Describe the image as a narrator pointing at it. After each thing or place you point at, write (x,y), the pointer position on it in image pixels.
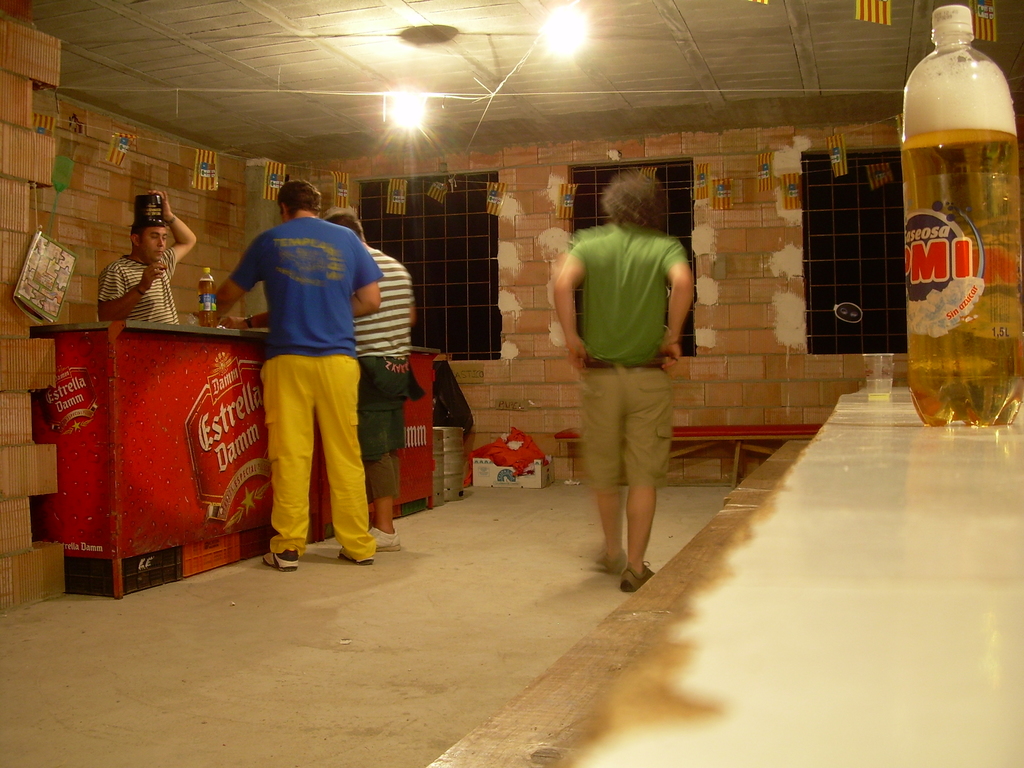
This is the picture of the inside of the room (490,371). The 4 persons (614,449) are in the room (492,549). The 3 persons (165,295) are standing in front of table (199,357). The striped shirt person (156,274) is holding like cap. There is bottle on the table (254,344). The right side of the person (633,461) is walking. There is a another bottle (968,409) on the another table (920,468). We can see on the background (688,232) there is windows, some wall bricks (743,203) and lights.
